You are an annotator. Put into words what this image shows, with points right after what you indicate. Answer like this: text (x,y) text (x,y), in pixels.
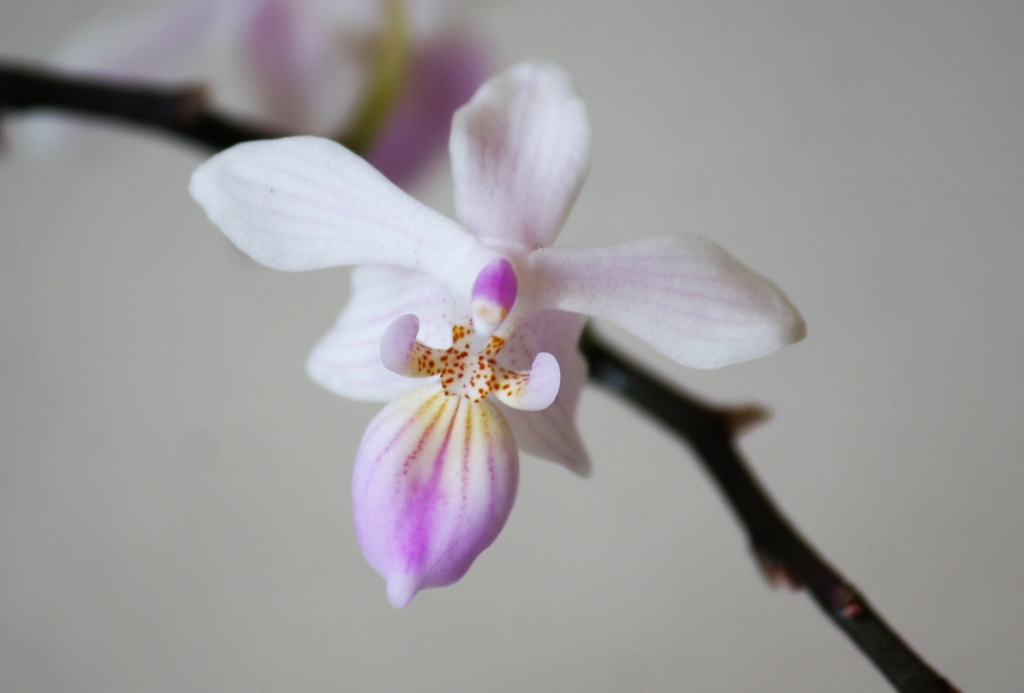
In this image there is a flower (417,310) and a stem (101,105).
